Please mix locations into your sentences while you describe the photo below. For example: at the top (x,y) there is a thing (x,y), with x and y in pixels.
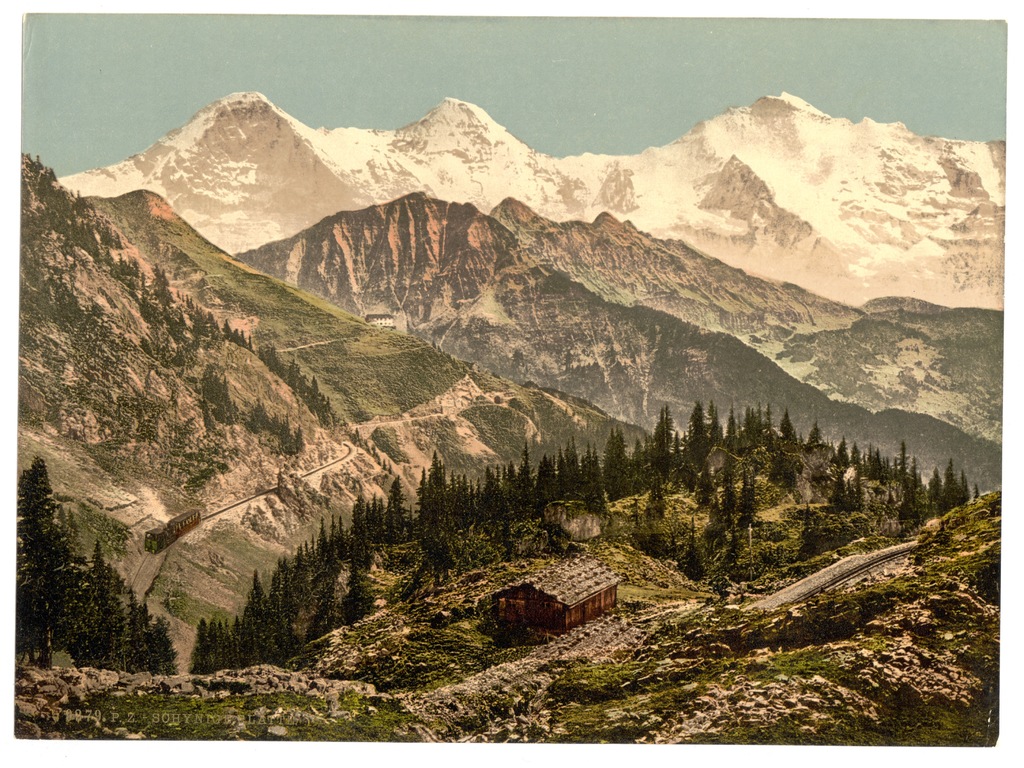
In this image, in the middle (656,382) there are mountains (622,408), train (156,547), trees (492,495), house (566,620), road (703,602), grass (179,708), watermark (280,722), sky (546,80).
